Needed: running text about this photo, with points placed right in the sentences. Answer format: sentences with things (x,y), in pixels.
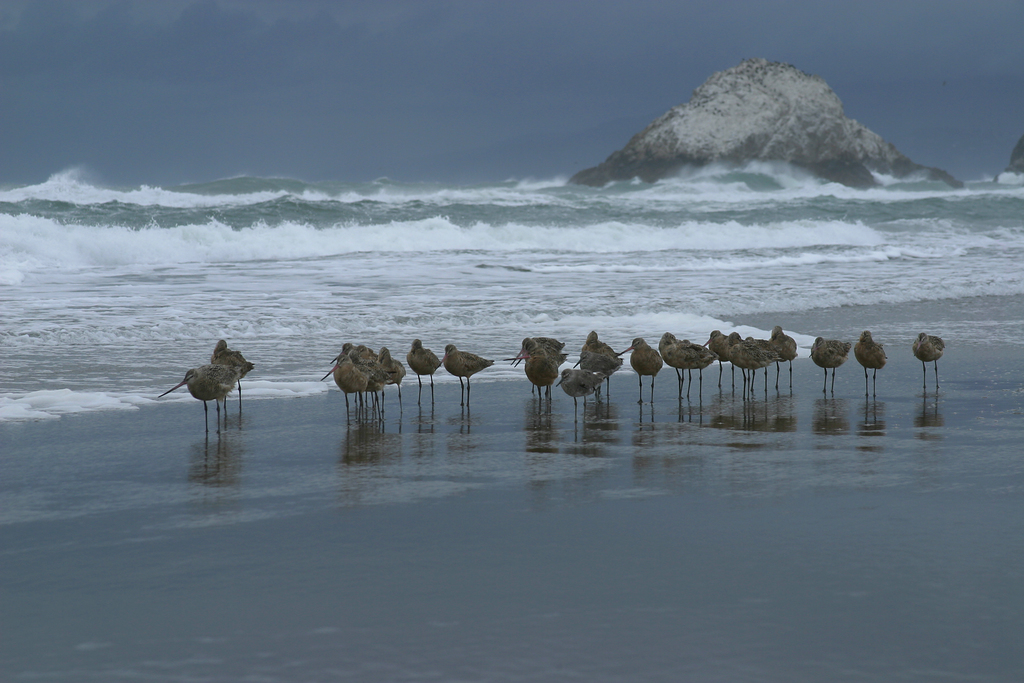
This picture shows few birds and we see water (665,224) and a rock (678,161) and a cloudy sky (238,68).
